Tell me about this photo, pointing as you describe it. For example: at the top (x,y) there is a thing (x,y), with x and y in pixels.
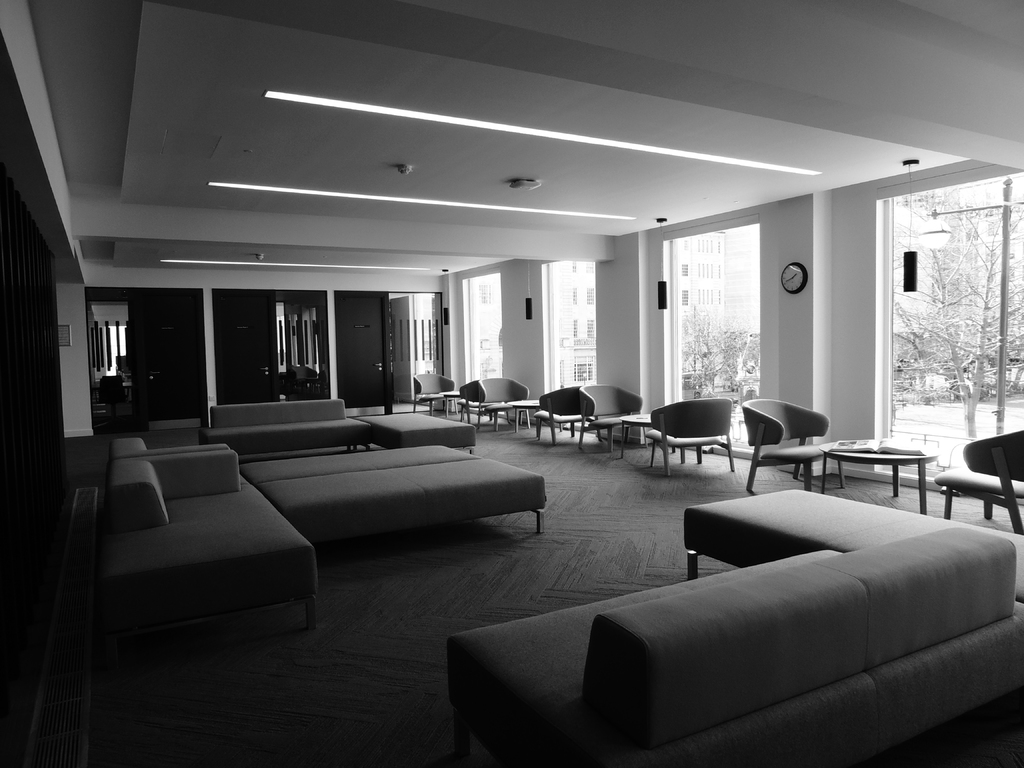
In this picture there are some sofa sets (377,491) in this room (771,605). On the other side there are some chairs (787,434) and tables (869,455). There is a wall clock (804,288) attached to the wall (779,274), some windows (972,322). In the background (188,350) we can observe doors (258,350) here.
